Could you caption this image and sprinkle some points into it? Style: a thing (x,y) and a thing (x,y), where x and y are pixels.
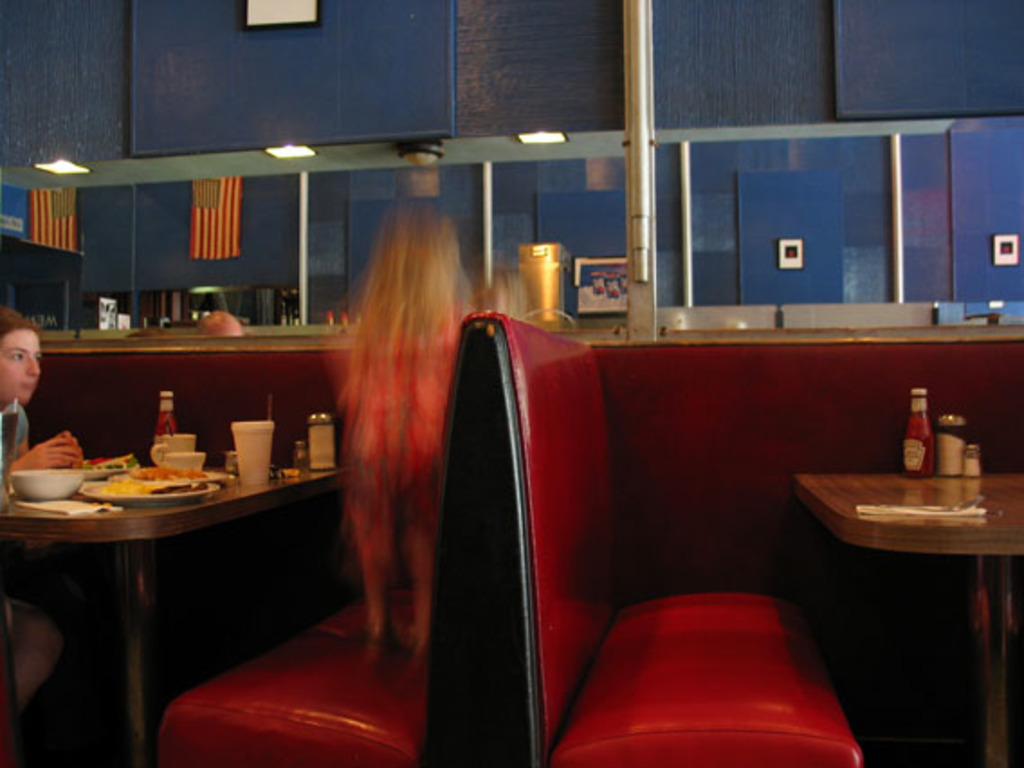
In this picture there is a girl (446,279) standing on the sofa (328,669) and there is a woman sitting beside the table (134,594). There are plates (187,484), cups (198,461) and there is a bottle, bowl (47,496) on the table (105,531). On the right side of the image (980,466) there are bottles (948,466) on the table (1007,485). At the back (158,235) there are frames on the wall (923,210) and there are flags (223,253). At the top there are lights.
